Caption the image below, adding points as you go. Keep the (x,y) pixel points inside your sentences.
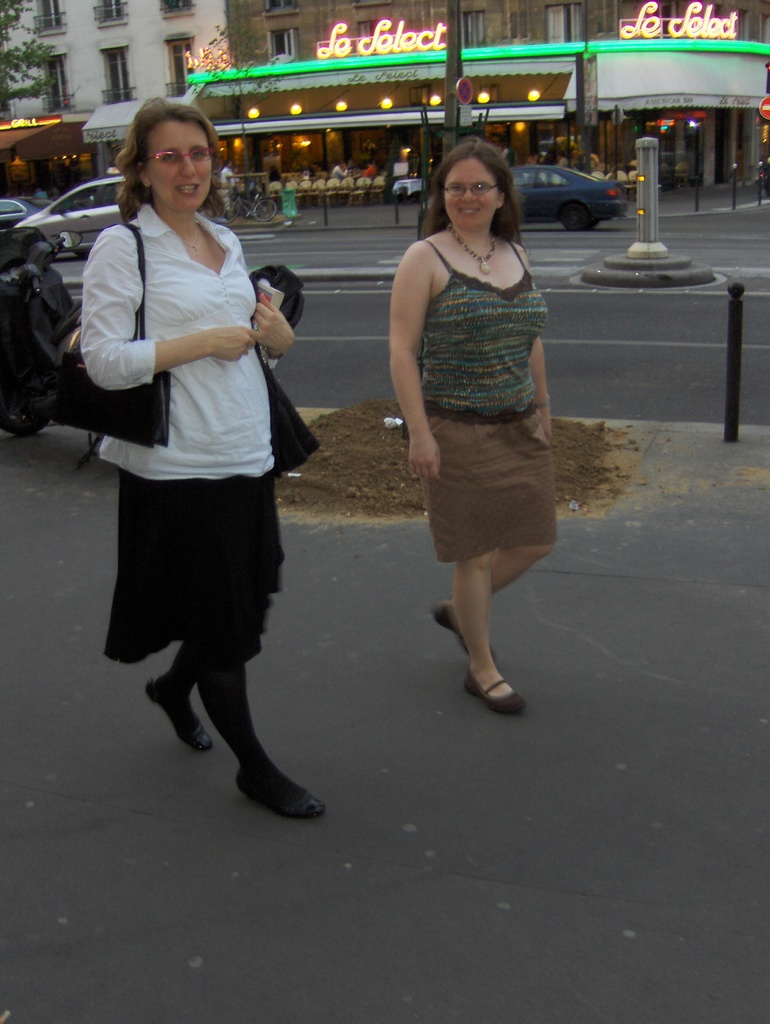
In the picture there is a road (155,967), on the road (155,967) there are two women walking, beside them there are many vehicles (547,179) present on the road (688,453), there are buildings (496,121), there are texts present on the one of the buildings (645,109), there are lights (630,49), there is a tree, there are small poles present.
